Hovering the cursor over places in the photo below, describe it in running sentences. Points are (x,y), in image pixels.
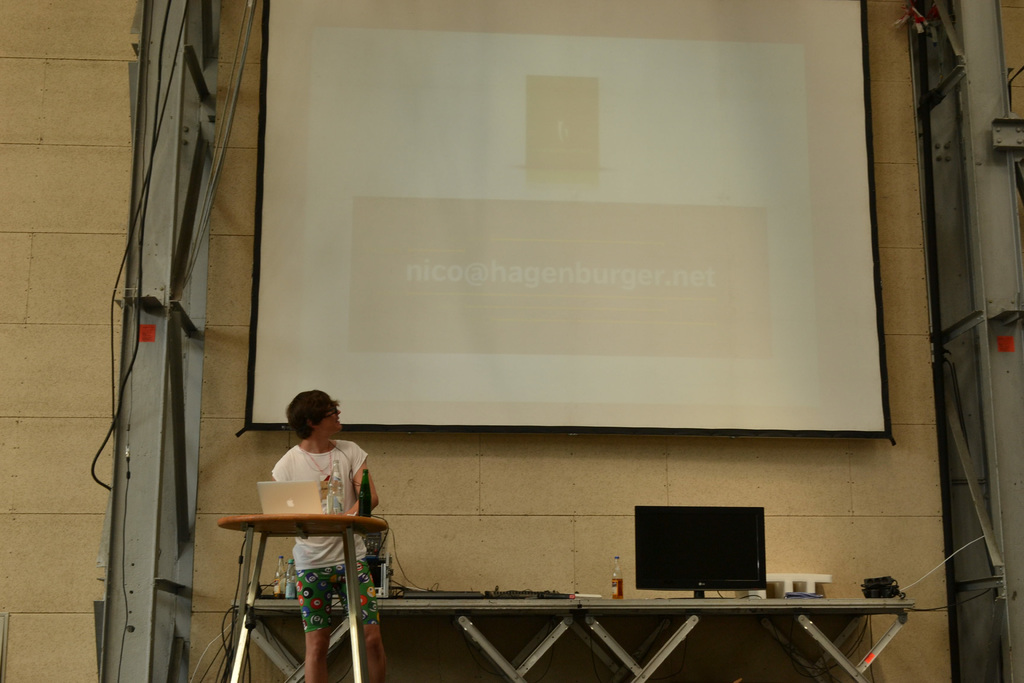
In the picture we can see a woman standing and in front of her we can see a table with laptop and bottle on it and behind her we can see a table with computer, bottle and some things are placed and behind it we can see a wall (39,658) with screen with some information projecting on it and besides the screen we can see a metal stands (171,265).
